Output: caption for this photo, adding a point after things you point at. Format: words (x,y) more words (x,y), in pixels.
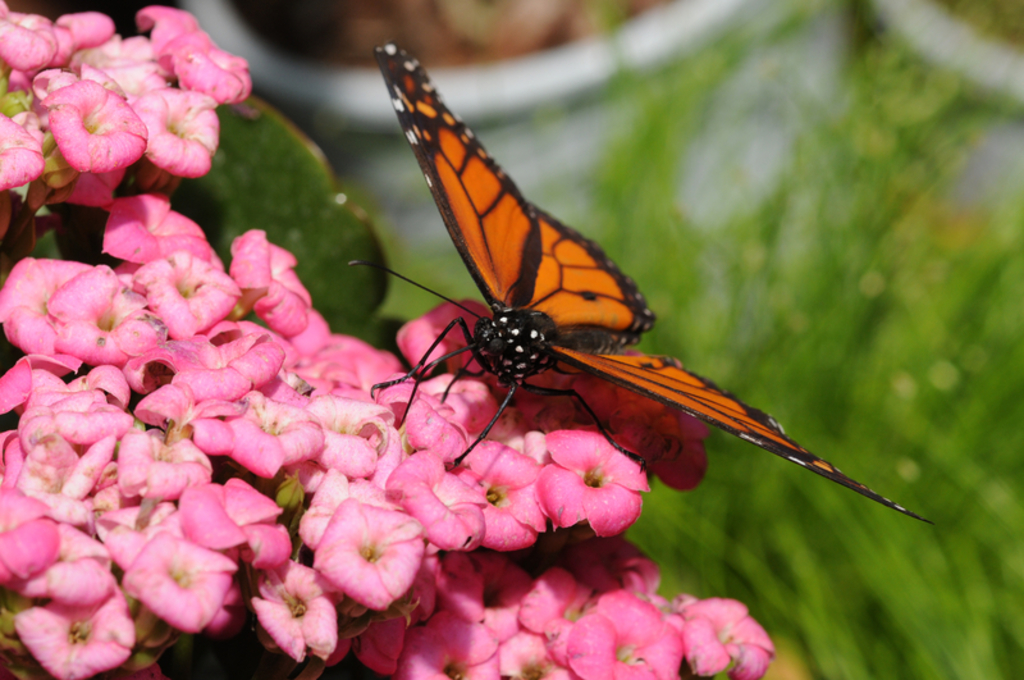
In this image, we can see a butterfly (538,369) is on the flowers (506,454). Here we can see so many flowers (223,494), leaves (309,287). Background (782,391) there is a blur view. Here we can see white, brown and green colors.
